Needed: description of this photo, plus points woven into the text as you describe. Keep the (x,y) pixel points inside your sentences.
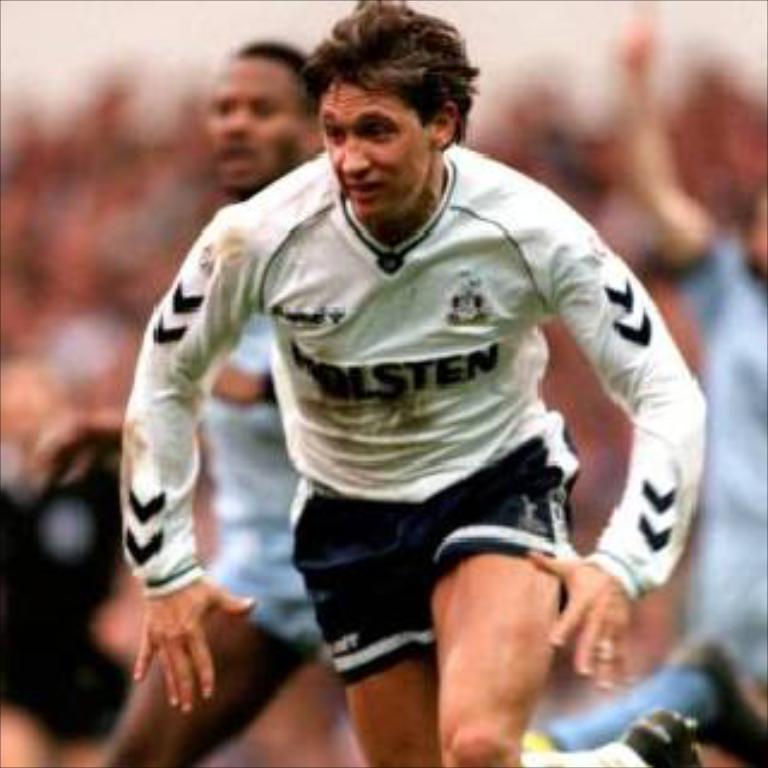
In this image we can see a person (358,217) running and behind him we can see some people (58,698).
